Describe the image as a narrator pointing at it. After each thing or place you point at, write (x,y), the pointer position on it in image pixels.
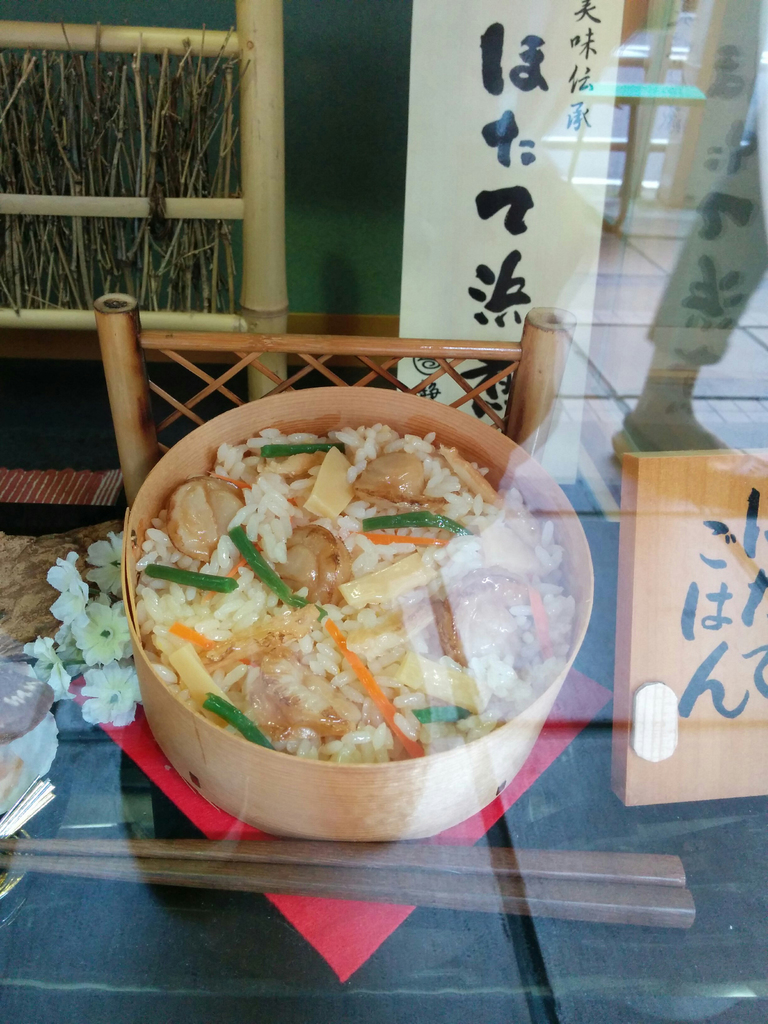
In the foreground (166,567), I can see a vessel (555,487) containing food (361,571) may be kept on a table (750,925). In the background (460,187), I can see a chair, a wall (392,166), board (585,347) and bamboo sticks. This image taken, maybe in a hall (382,631).
